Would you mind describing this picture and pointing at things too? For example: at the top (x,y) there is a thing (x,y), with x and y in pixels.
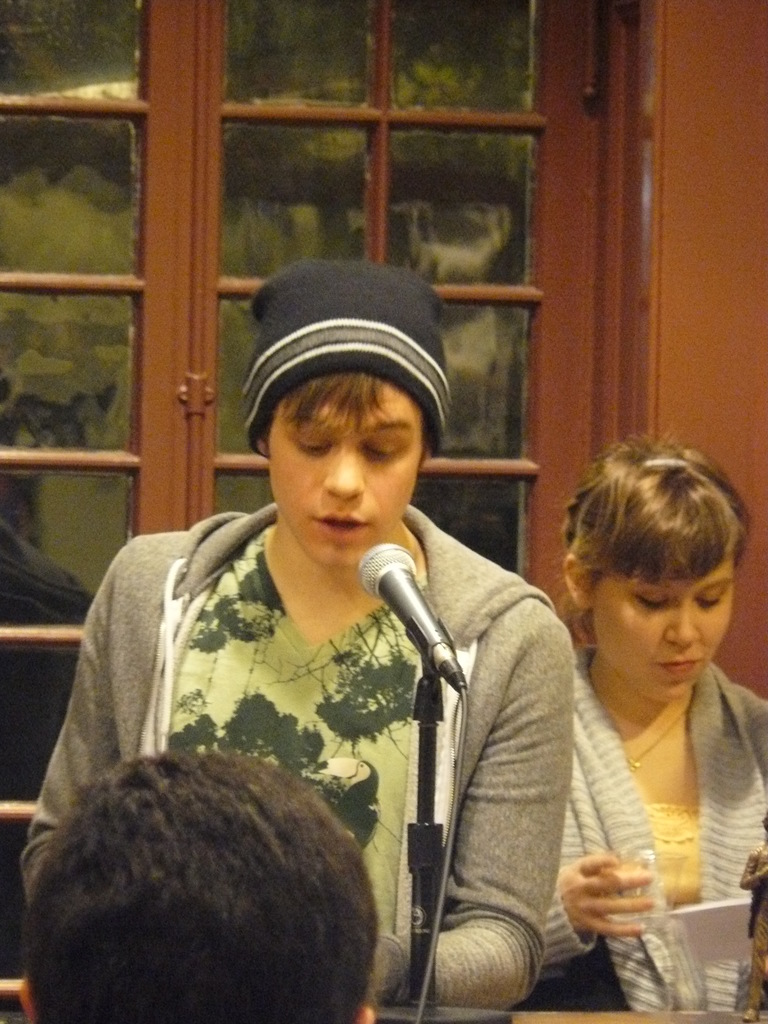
In the image there is a head (242,896) of a person (238,872) the foreground (230,898), behind the person (130,844) there are two people (457,581) and there is a mic (419,607) in front of one person (451,617) among them and in the background (508,536) there is a door (212,322).
